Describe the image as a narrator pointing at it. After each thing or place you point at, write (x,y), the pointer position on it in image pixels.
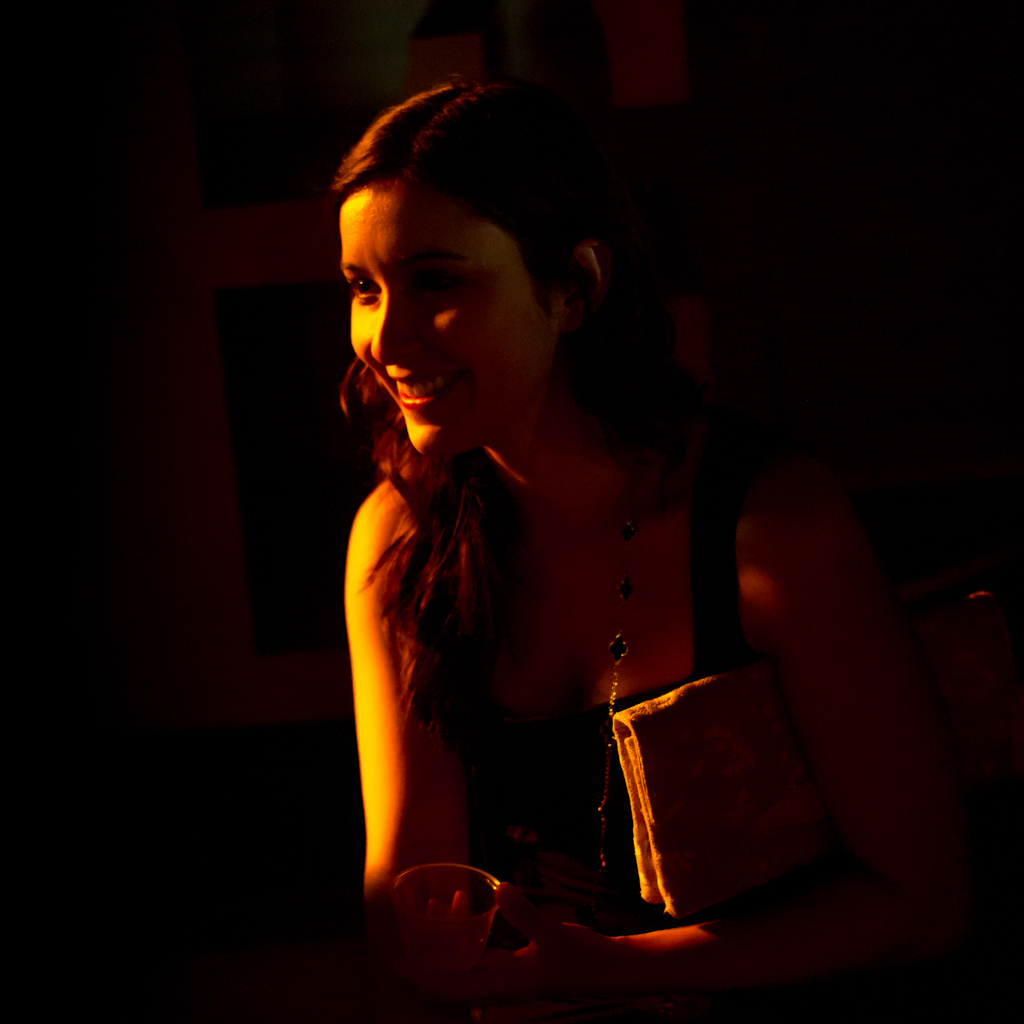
In the middle of this image (564,614), there is a woman (591,269) holding a glass (443,884) and a handbag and smiling. And the background (861,53) is dark in color.
